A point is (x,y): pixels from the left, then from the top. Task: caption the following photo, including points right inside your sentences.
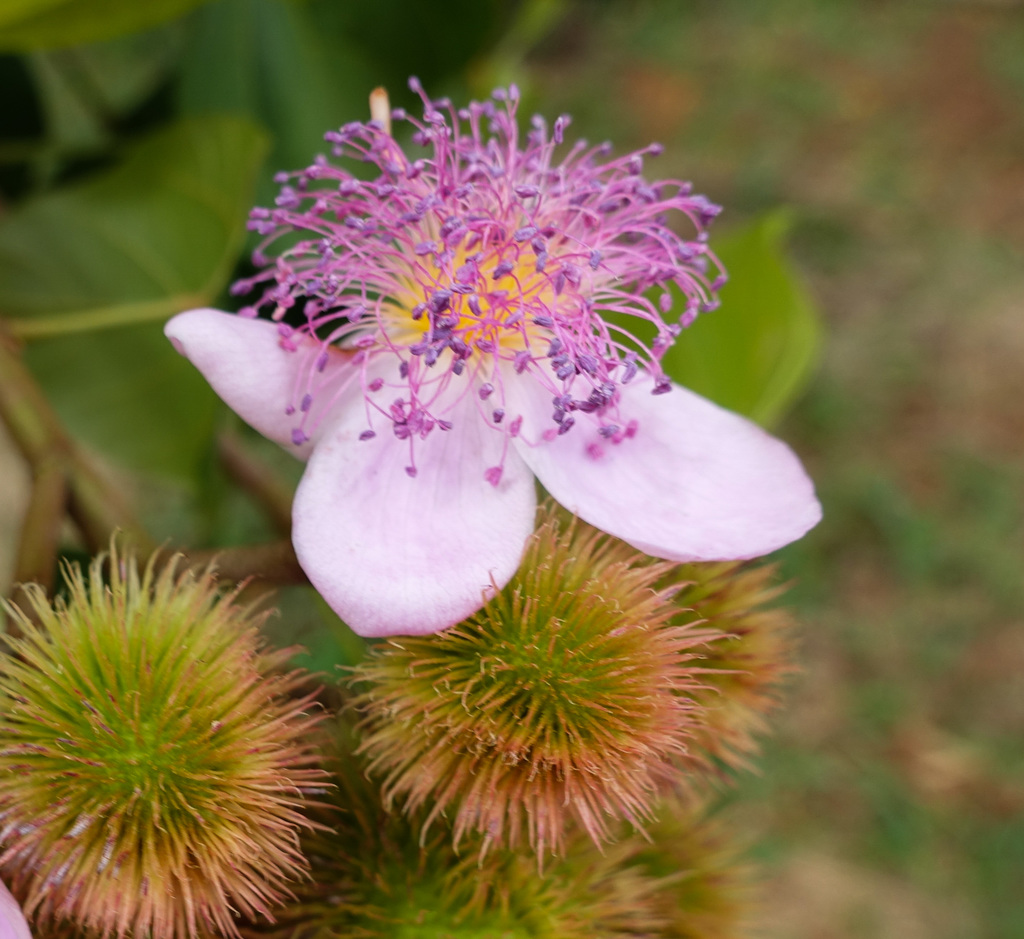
In this picture we can see a few flowers (248,367) and leaves (170,394). Background (457,13) is blurry.
